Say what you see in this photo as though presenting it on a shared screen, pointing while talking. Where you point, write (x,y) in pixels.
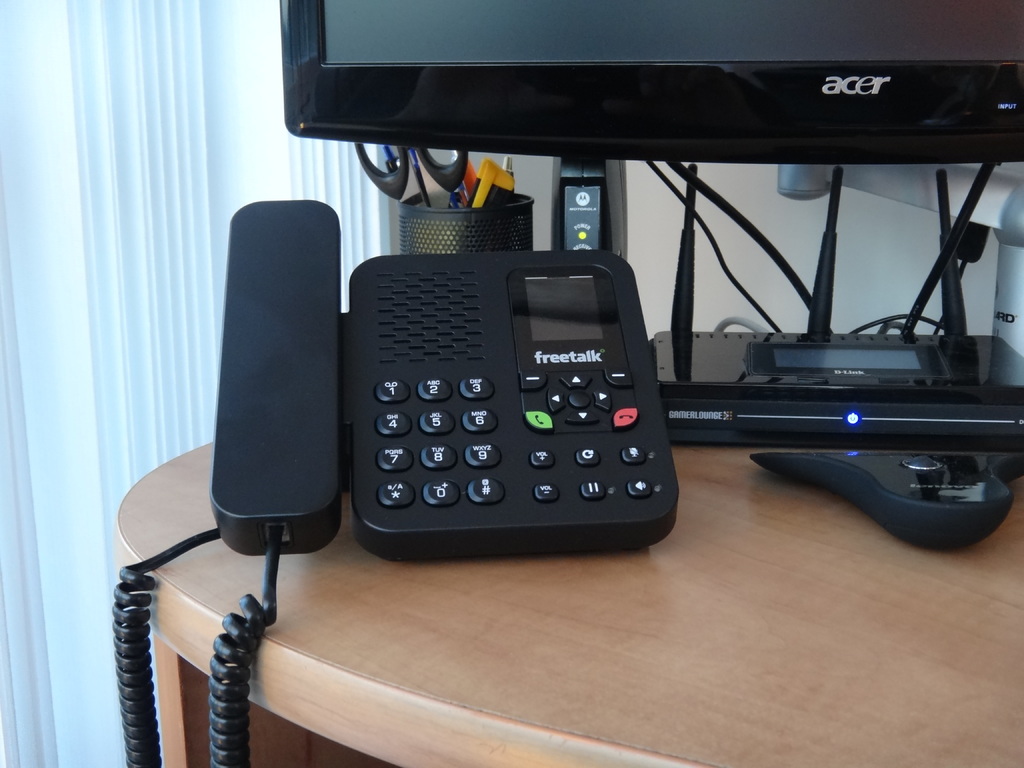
In this picture we can see a telephone (407,526), monitor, router (787,435), pen holder (452,230) and other things (618,222) on the table (816,580), beside the table (679,722) we can find window blinds (190,178).
